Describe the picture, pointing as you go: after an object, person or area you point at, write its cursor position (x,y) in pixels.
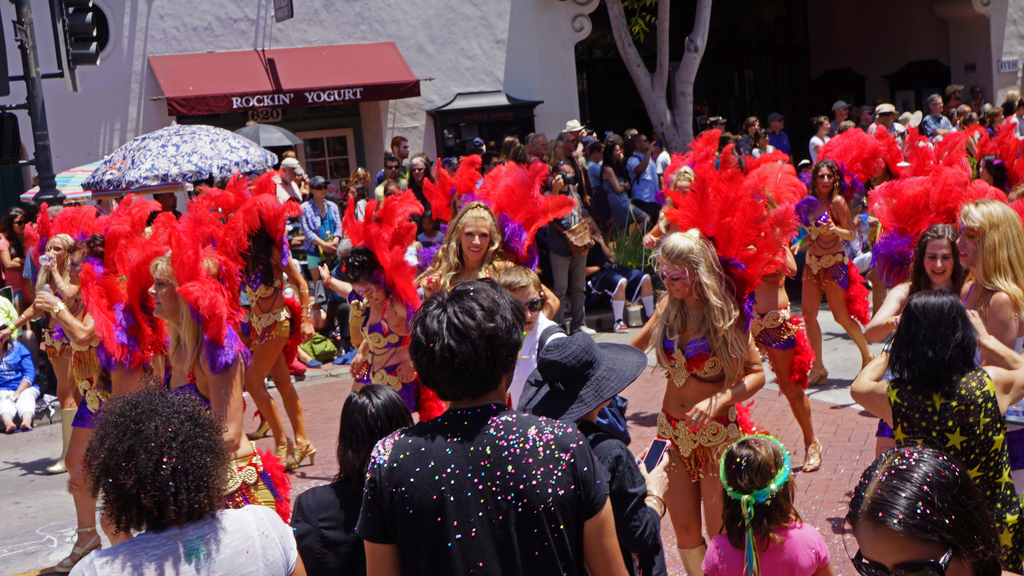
In the picture we can see group of women (261,269) wearing different costumes (998,196) and dancing and we can see some people (367,425) standing around them and in the background (649,14) there are some houses (567,19), trees (677,86).
